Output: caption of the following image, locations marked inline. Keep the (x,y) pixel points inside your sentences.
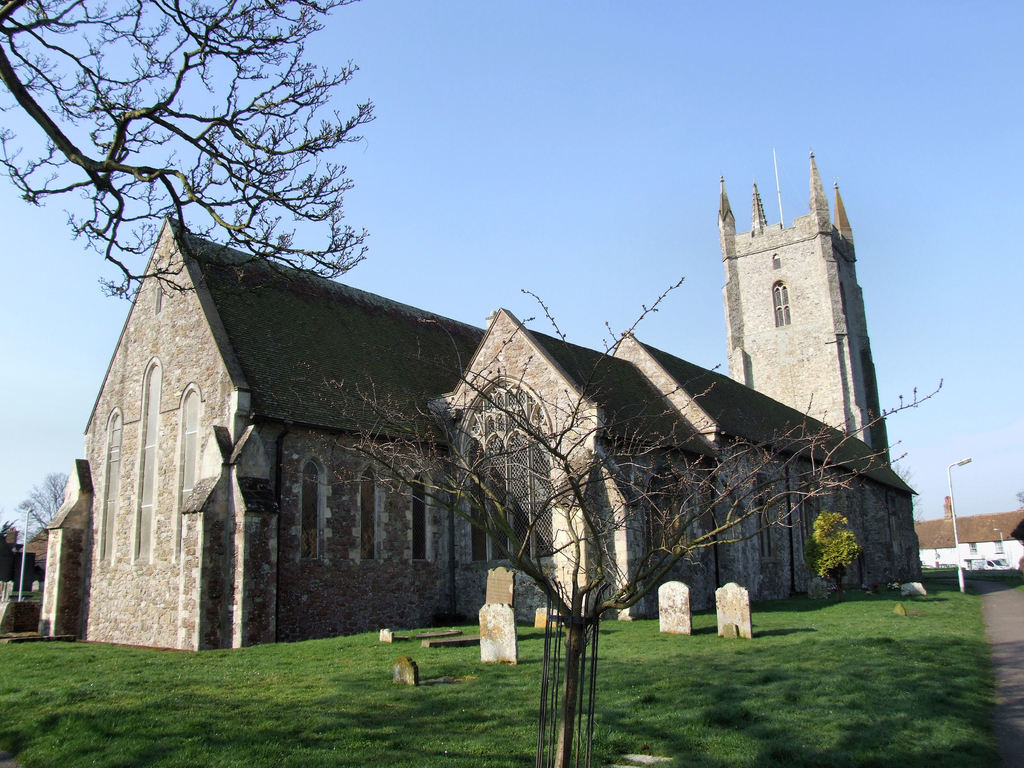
At the bottom of the image (563,656) there is grass (639,655) on the surface (742,644). In the center of the image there are headstones (745,591). There are street lights (957,550). In the background of the image (245,532) there are buildings (685,446), trees (846,550) and sky (1016,399).
